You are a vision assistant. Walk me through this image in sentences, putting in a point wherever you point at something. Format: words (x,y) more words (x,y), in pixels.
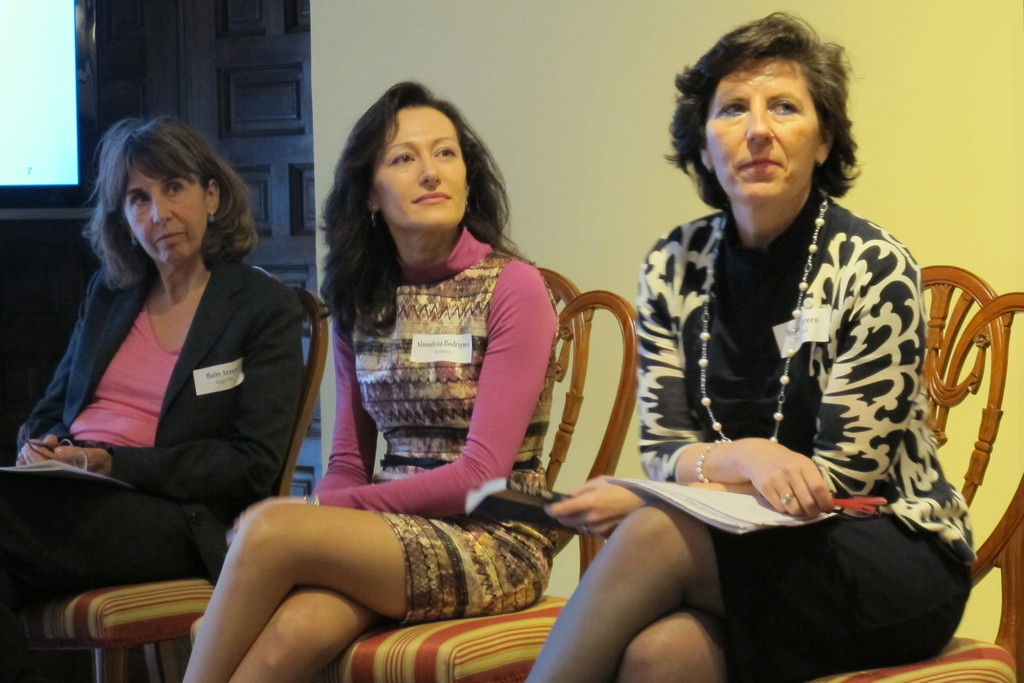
In this picture we can see three women (373,322), they are sitting on the chairs (582,420) and the right side woman (863,413) is holding a book (705,489).
